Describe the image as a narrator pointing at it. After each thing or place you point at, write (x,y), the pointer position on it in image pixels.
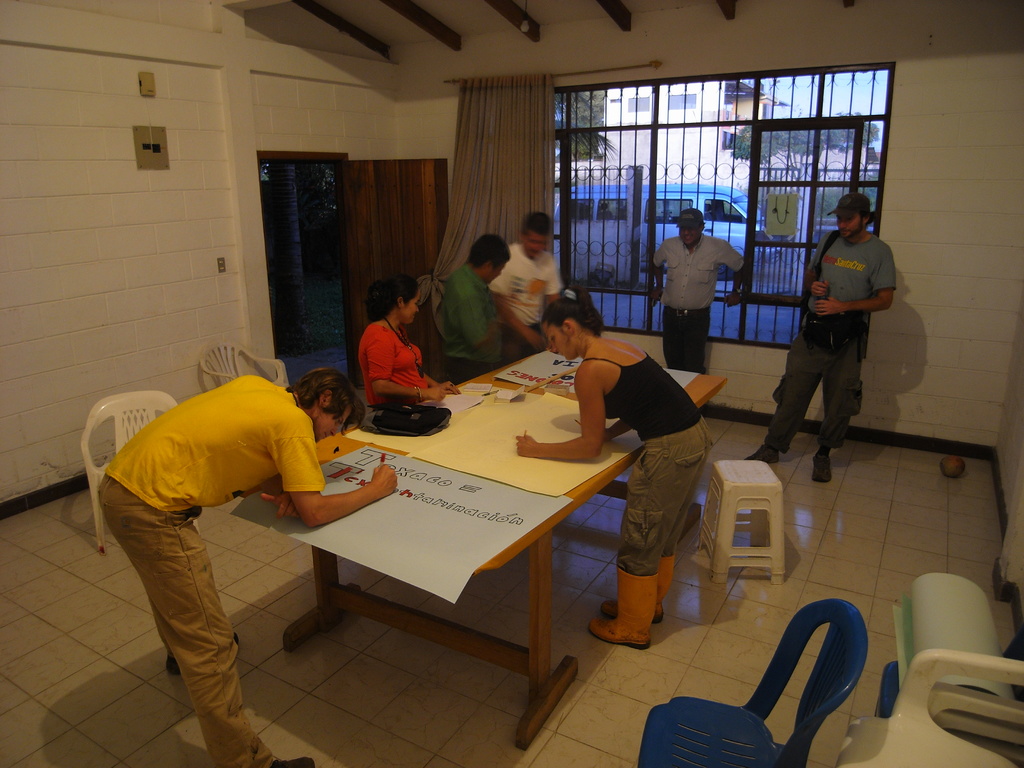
A women (639,393) writing something on a yellow sheet (501,473) next to her is a man (278,457) even he is writing something on white sheet (340,490) with a marker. Next to him is another women (391,349) who is wearing red shirt (395,332) next to her there are two men (522,299) discussing something. This is a curtain (490,186) a door (397,209) and fencing (676,177). Near the fencing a man (691,277) is standing he is wearing a cap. There is one stool (735,505). This is floor (726,627).
